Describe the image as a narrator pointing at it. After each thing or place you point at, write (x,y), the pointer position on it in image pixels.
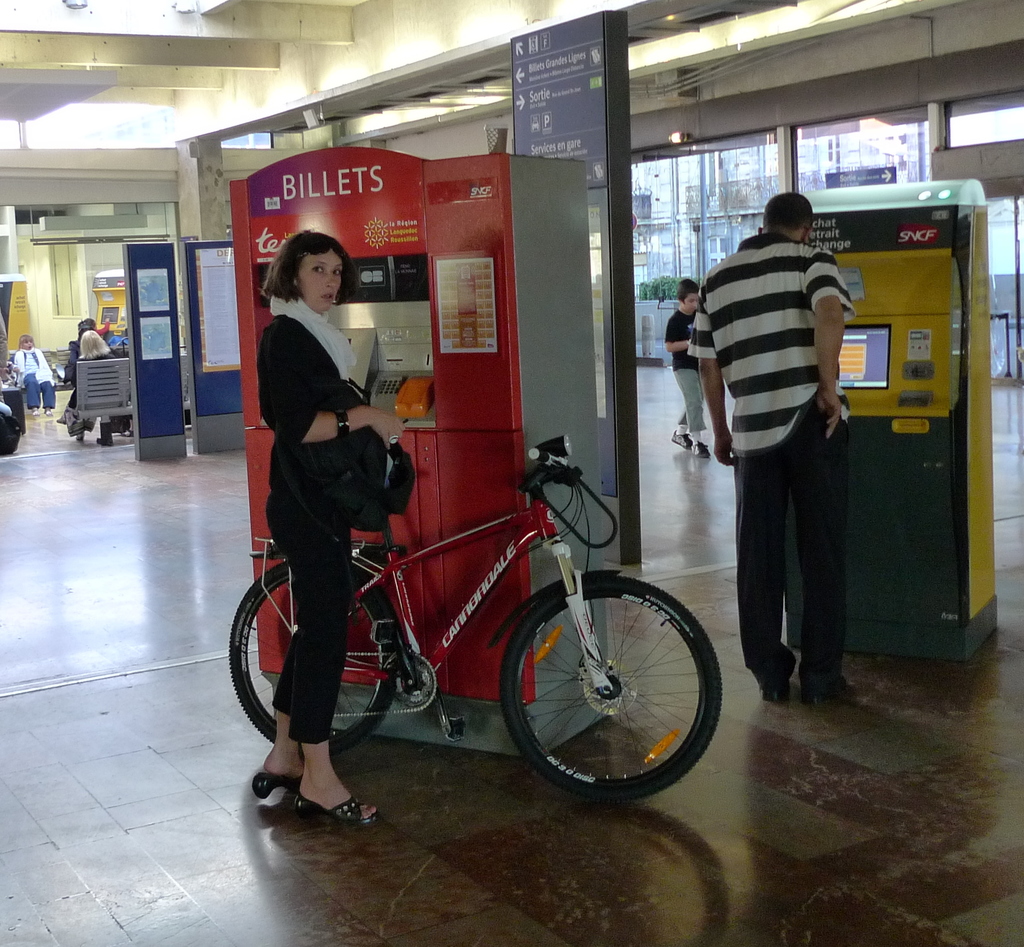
It is a train station (610,347) a woman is standing in front of the ticket machine (466,314) there is also a cycle (403,638) beside her behind this ticket machine (505,320) there is also another ticket machine (864,236) where a person (762,410) is standing in front of it in the background (153,372) there is a lobby (155,335), windows (694,157) and white color wall (215,118).
